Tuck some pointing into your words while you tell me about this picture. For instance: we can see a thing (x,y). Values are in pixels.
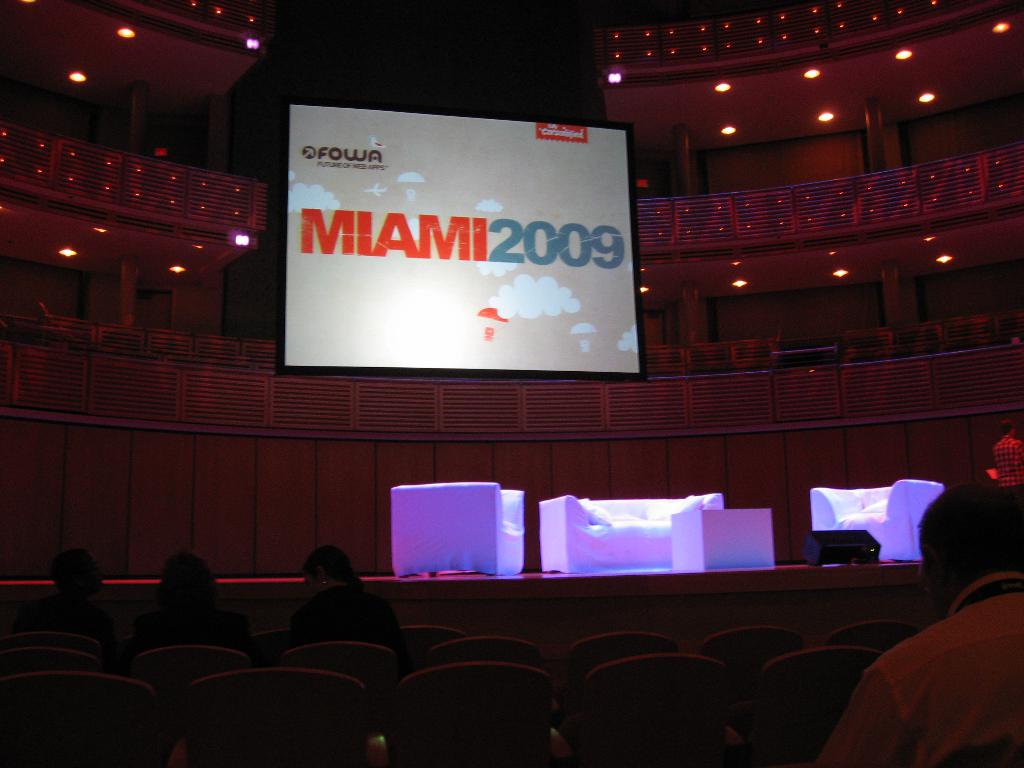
In the middle of this image (565,510) I can see a couch (557,528), two chairs (468,523) and a table (703,541) which are placed on the stage (494,622). At the bottom of the image (436,694) I can see few people (147,646) are sitting on the chairs (348,679) and facing towards the stage (505,610) and also there are some empty chairs (628,727). In the background (420,257), I can see a screen (404,261) which is attached to the wall (237,294). On the screen (419,244) I can see some text (516,243). At the top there are some lights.
